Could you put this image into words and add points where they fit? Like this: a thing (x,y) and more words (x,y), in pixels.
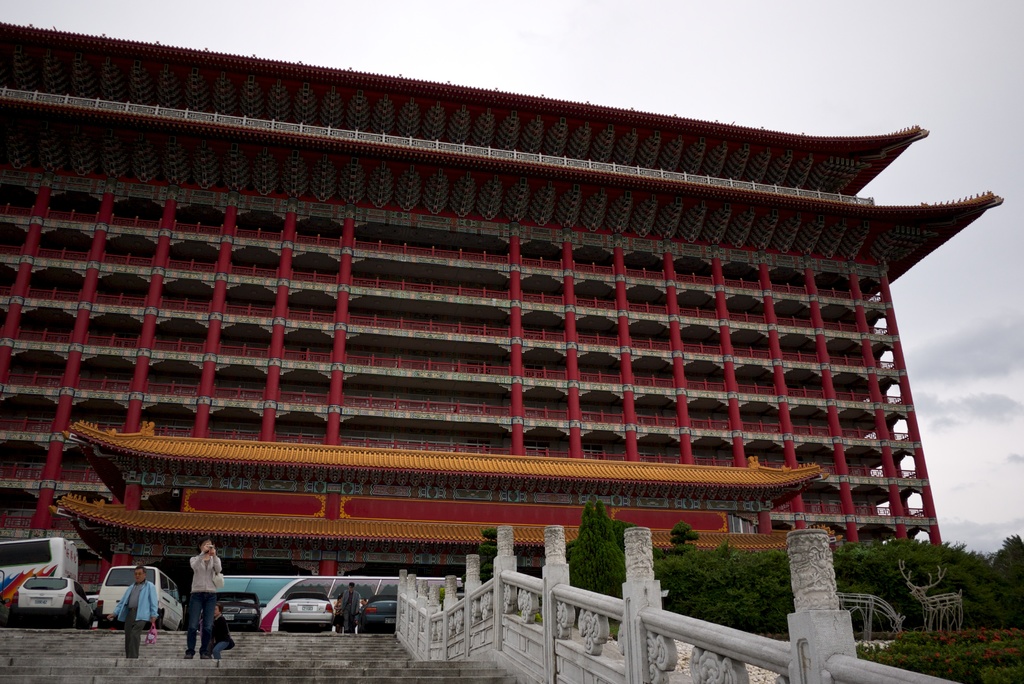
In the picture we can see a building (843,435) which is constructed in the Chinese style and it is red in color and near to it, we can see some vehicles (233,599) are parked and near to the path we can see some steps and some persons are standing on it and besides we can see some plants (918,547) and a sky (966,368) with clouds (983,385).
